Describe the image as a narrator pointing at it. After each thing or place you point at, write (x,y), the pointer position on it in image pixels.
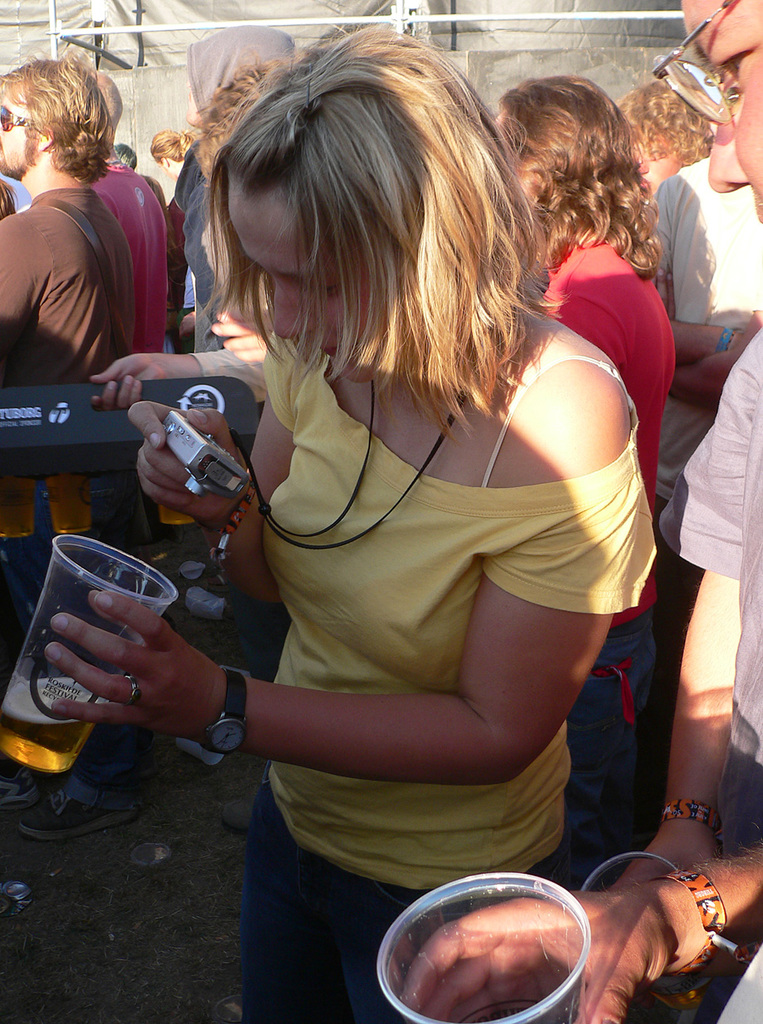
In this picture we can see few persons (410,398) standing. Here one women (441,523) in yellow shirt (415,670) taking a snap of the glass (102,555) in which there is a liquid (38,740) through camera (194,473).
